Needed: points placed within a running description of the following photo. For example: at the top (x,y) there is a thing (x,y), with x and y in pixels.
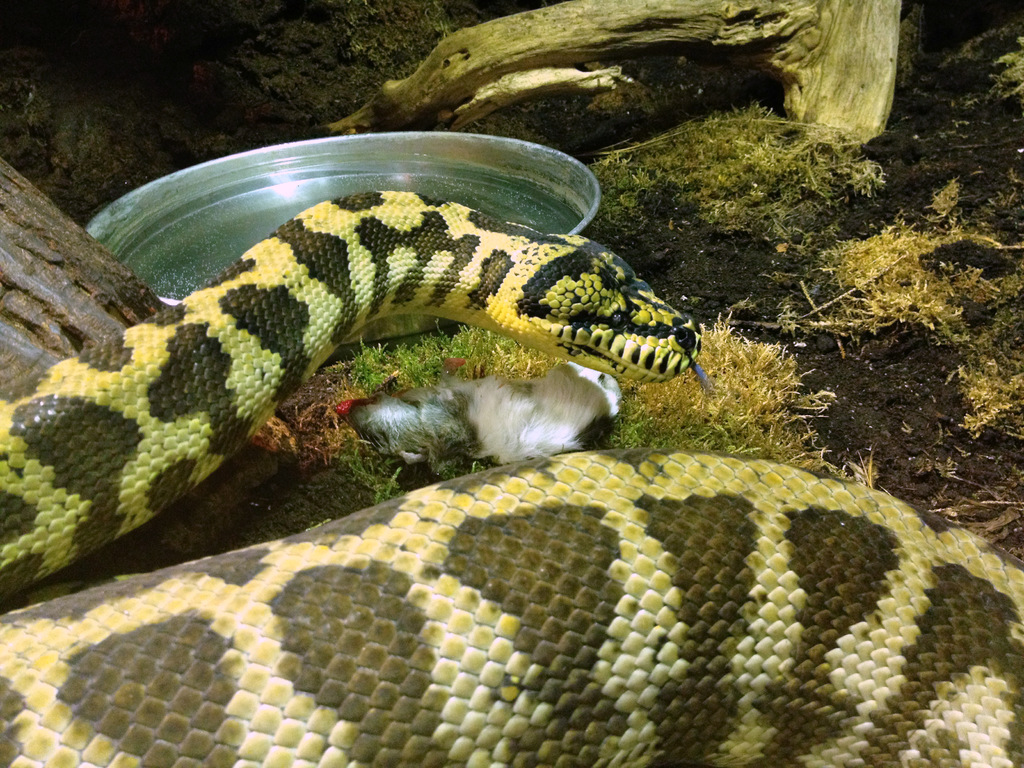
In this picture I can observe a snake (285,350) which is in black and yellow color. Behind the snake (279,250) there is a plate (466,202) on the ground (546,106).
